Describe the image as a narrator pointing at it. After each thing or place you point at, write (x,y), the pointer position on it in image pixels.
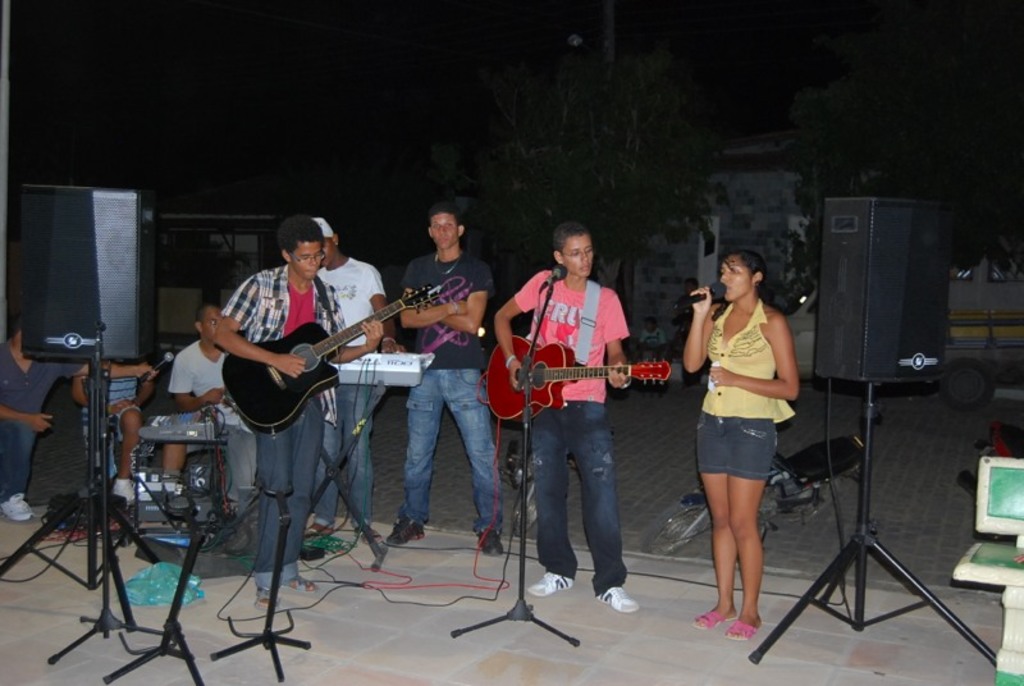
In this picture there are people (255,337) in the center of the image (554,456), by holding guitars (333,379) in their hands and there are speakers (116,240) on the right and left side of the image (77,201).
